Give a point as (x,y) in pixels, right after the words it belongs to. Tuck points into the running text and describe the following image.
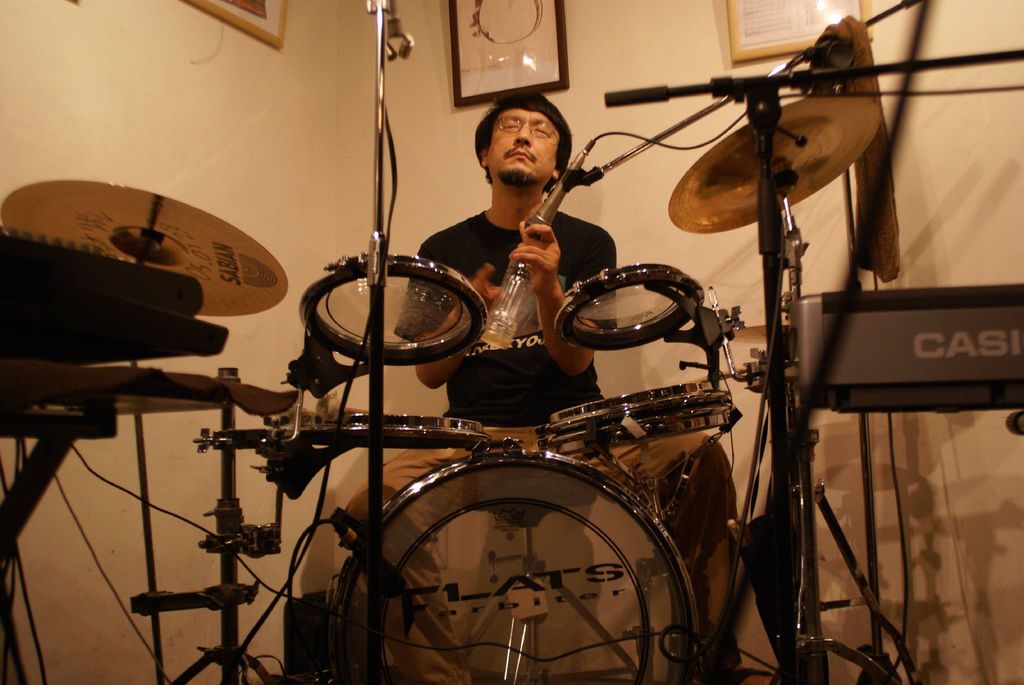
In the image we can see a man (531,307) wearing clothes (523,320), spectacles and the man (506,387) is sitting. These are the musical instruments (464,429), cable wire (651,141), text (940,335), wall (188,149) and frames (496,56) stick to the wall (197,163).
